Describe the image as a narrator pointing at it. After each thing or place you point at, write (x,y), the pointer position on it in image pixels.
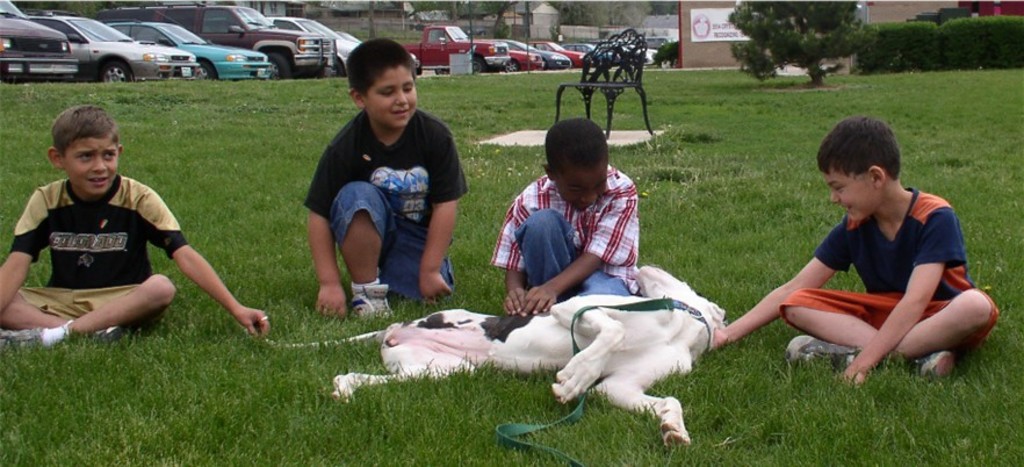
This is the picture of 4 boys (79,223) sitting in the garden (466,282) near the dog (676,287) and in back ground (820,35) there are car (655,38), building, chair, tree (737,47).
